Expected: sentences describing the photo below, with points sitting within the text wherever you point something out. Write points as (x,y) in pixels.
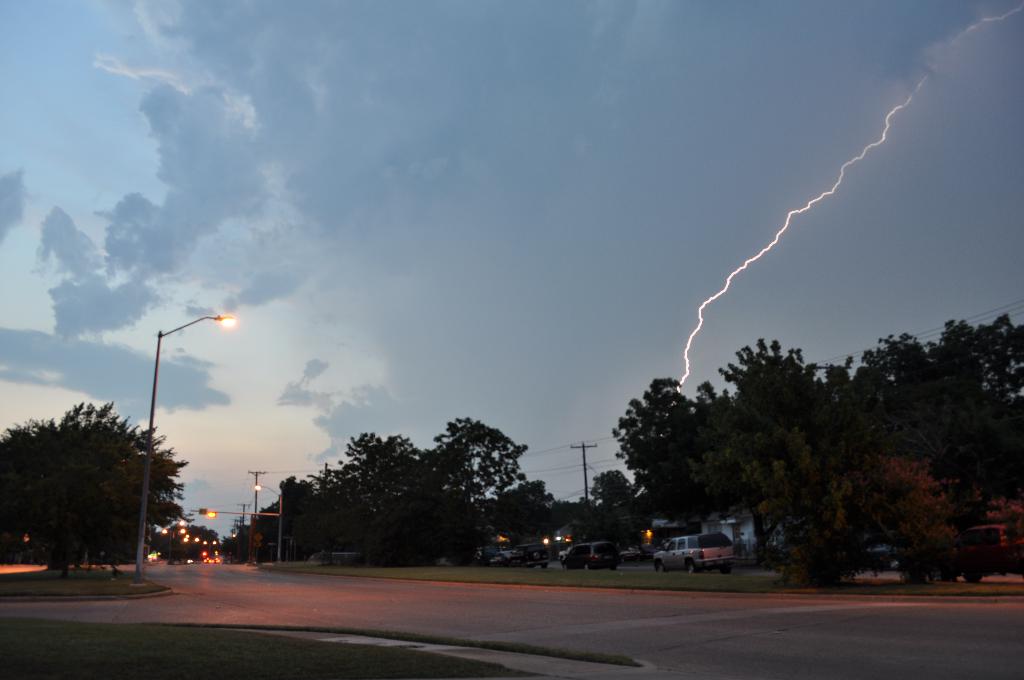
Vehicles (522,555) are on the road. Here we can see trees (635,456), grass (463,567), light poles (279,520) and current pole (581,452). We can see thunderstorm (698,329) in the sky (449,213). Sky (449,213) is cloudy.
